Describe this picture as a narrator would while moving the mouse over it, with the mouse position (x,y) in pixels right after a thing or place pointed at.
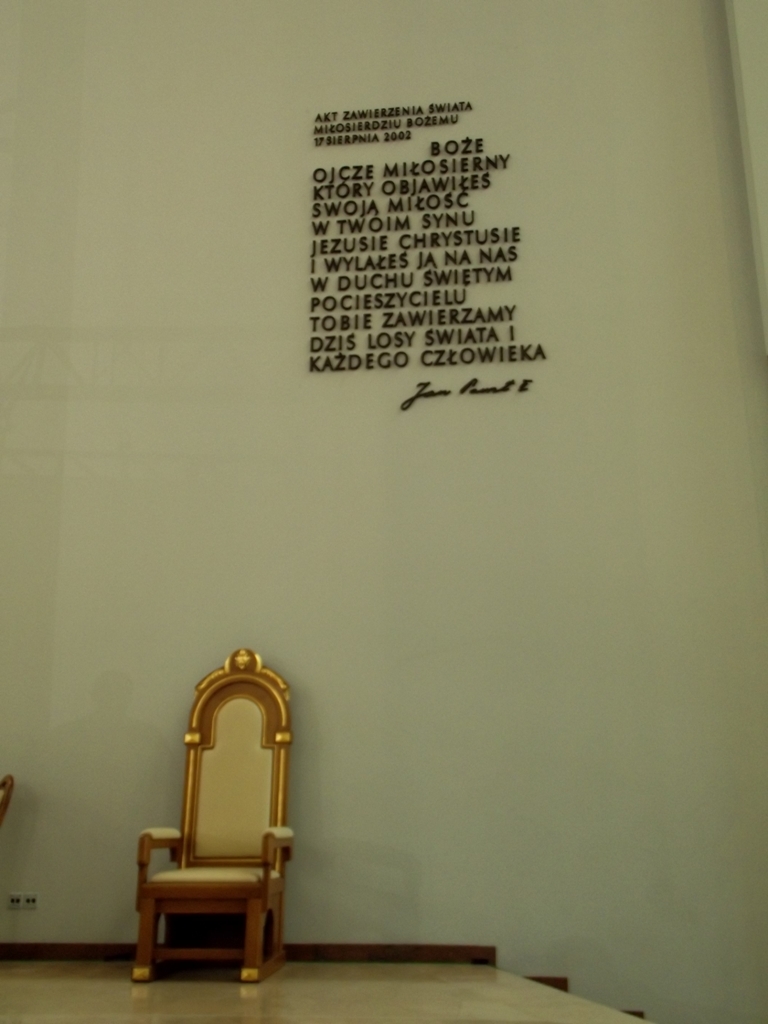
In this image I can see the brown color chair (186,893) on the floor (274,990). In the back (88,624) there is a white wall (179,461) and something is written on it.
